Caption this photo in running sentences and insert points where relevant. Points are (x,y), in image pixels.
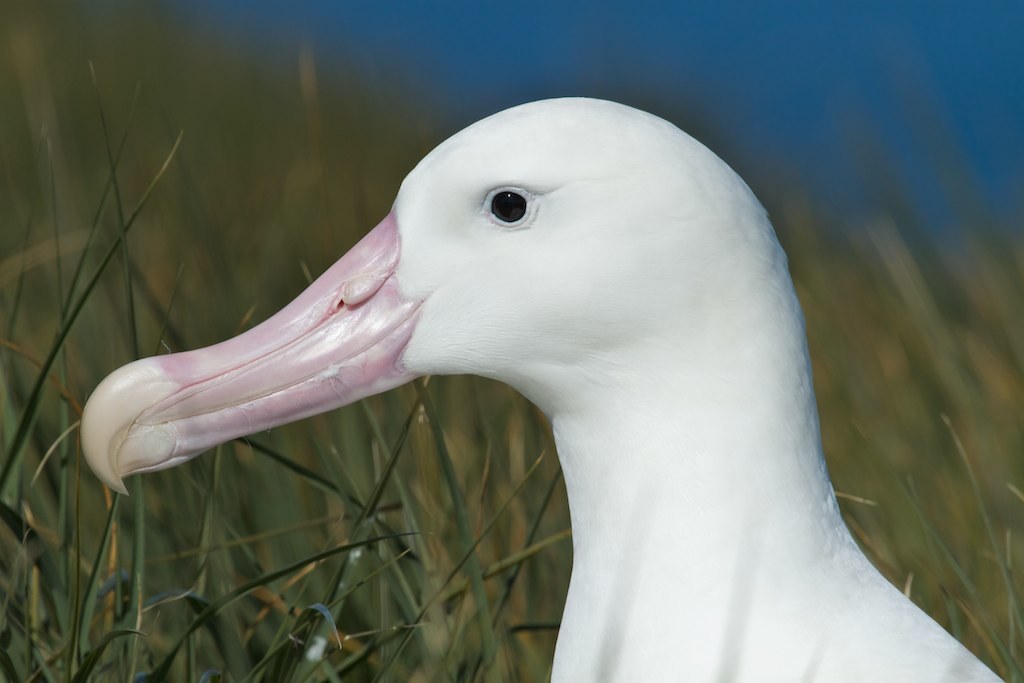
In this picture we can see a bird (612,451), grass (536,521) and blurry background (861,248).
